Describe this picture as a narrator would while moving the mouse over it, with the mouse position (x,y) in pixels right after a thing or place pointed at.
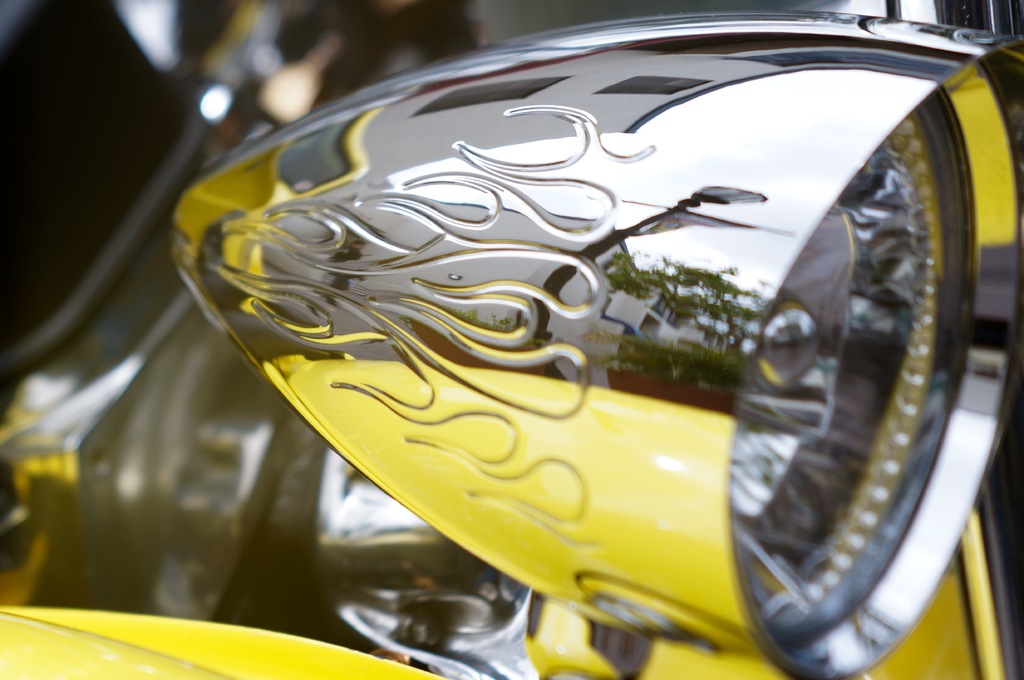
In this image we can see a vehicle (312,375). There is a light (901,439) in the image. We can see the reflection (616,311) of few buildings (649,304) and few trees (669,301) on the vehicle (679,340).
